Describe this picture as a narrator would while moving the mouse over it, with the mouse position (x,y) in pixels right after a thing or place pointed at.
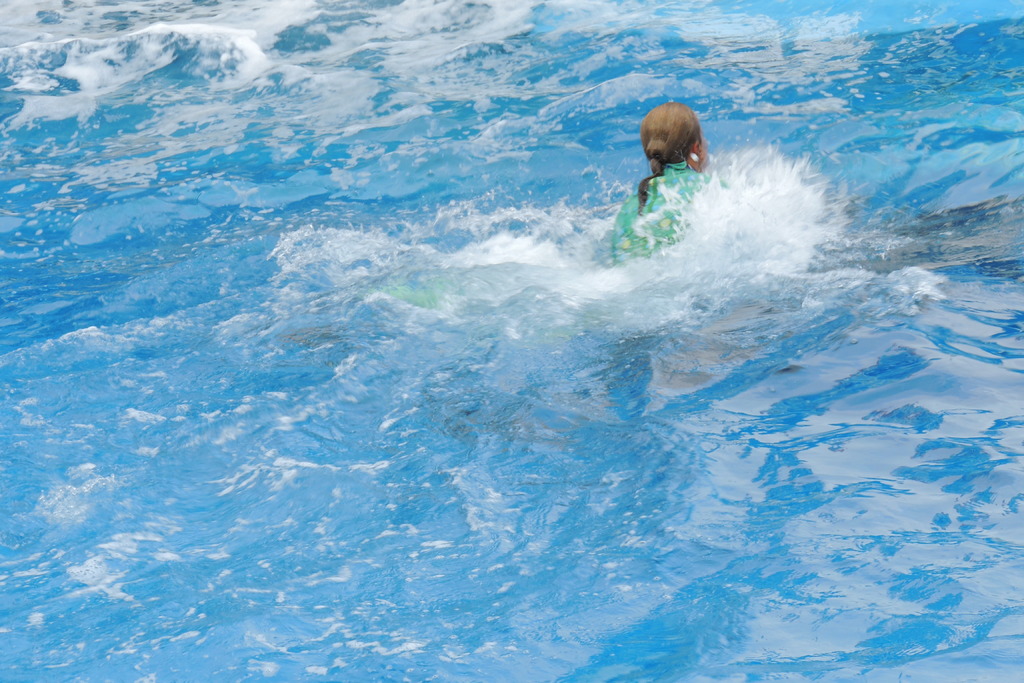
A person (659,139) is in water (601,357).
